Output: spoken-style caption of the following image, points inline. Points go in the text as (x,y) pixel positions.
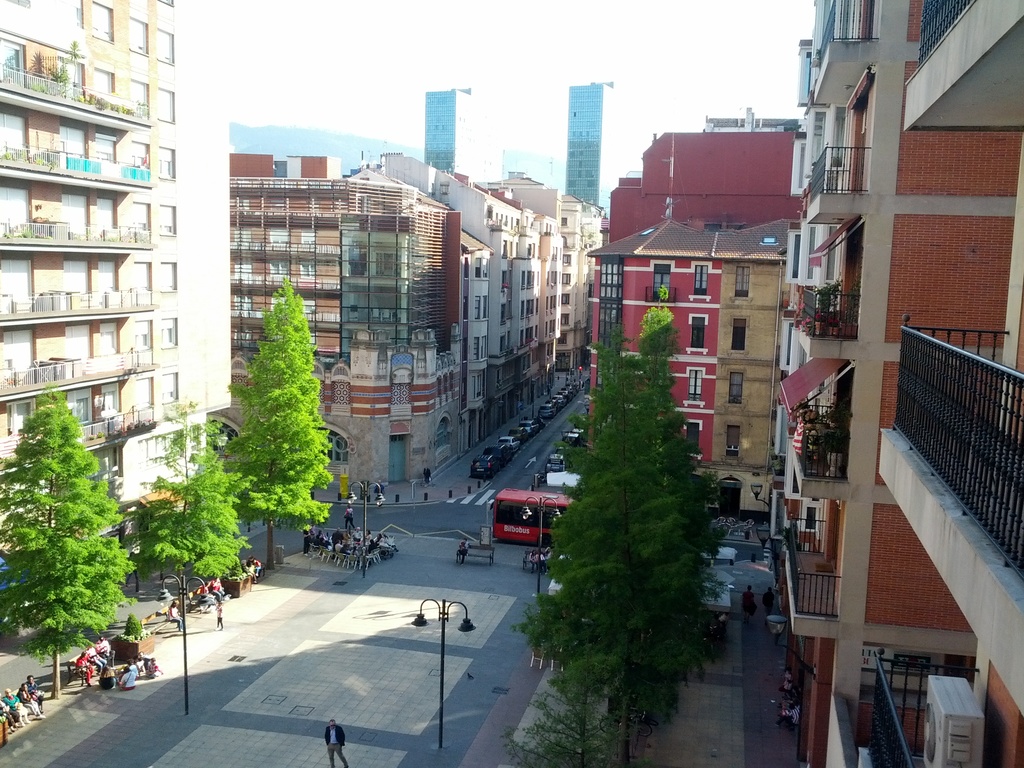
In this picture I can see vehicles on the road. There are group of people (82,653), poles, lights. I can see buildings (191,394), trees (53,656), and in the background (650,94) there is the sky (649,83).
